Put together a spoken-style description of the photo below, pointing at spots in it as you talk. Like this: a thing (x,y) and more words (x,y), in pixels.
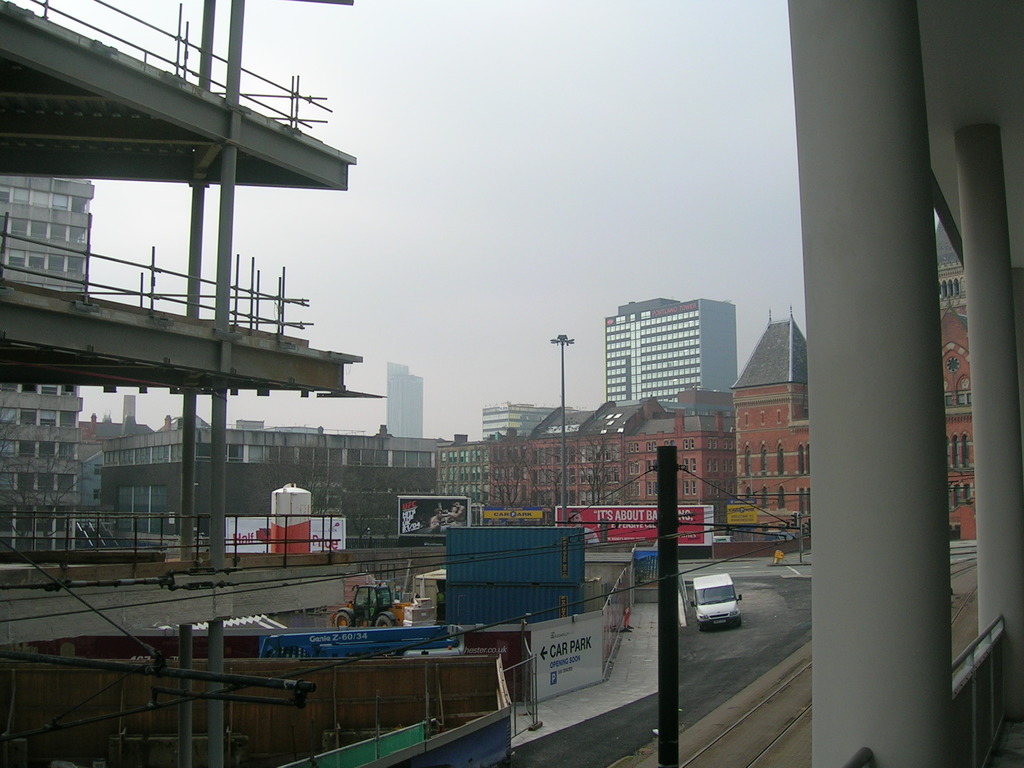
In this picture we can see a vehicle (711,588) on the path (772,606). There is a pole (666,528) and a few wires (207,587) are visible on this pole (671,757). We can see some boards (418,499), street light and a few buildings (123,437) in the background (132,448). There are pillars (1010,352) on the right side (949,663).
